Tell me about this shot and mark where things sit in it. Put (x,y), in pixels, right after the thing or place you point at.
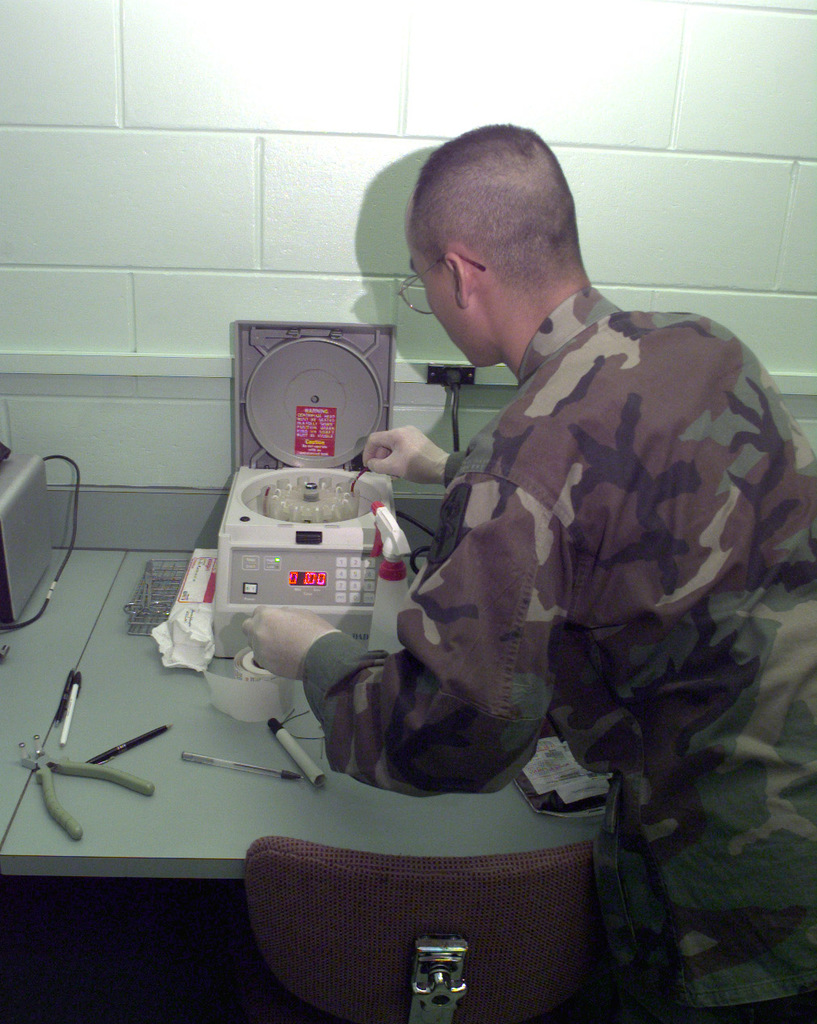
In the picture I can see a person (797,957) wearing army dress (628,577) is standing near the table (300,785), here we can see a chair (426,875), few tools (303,750) and machines (30,526) are kept on the table (304,748). In the background (201,54), I can see the wall (396,256).
